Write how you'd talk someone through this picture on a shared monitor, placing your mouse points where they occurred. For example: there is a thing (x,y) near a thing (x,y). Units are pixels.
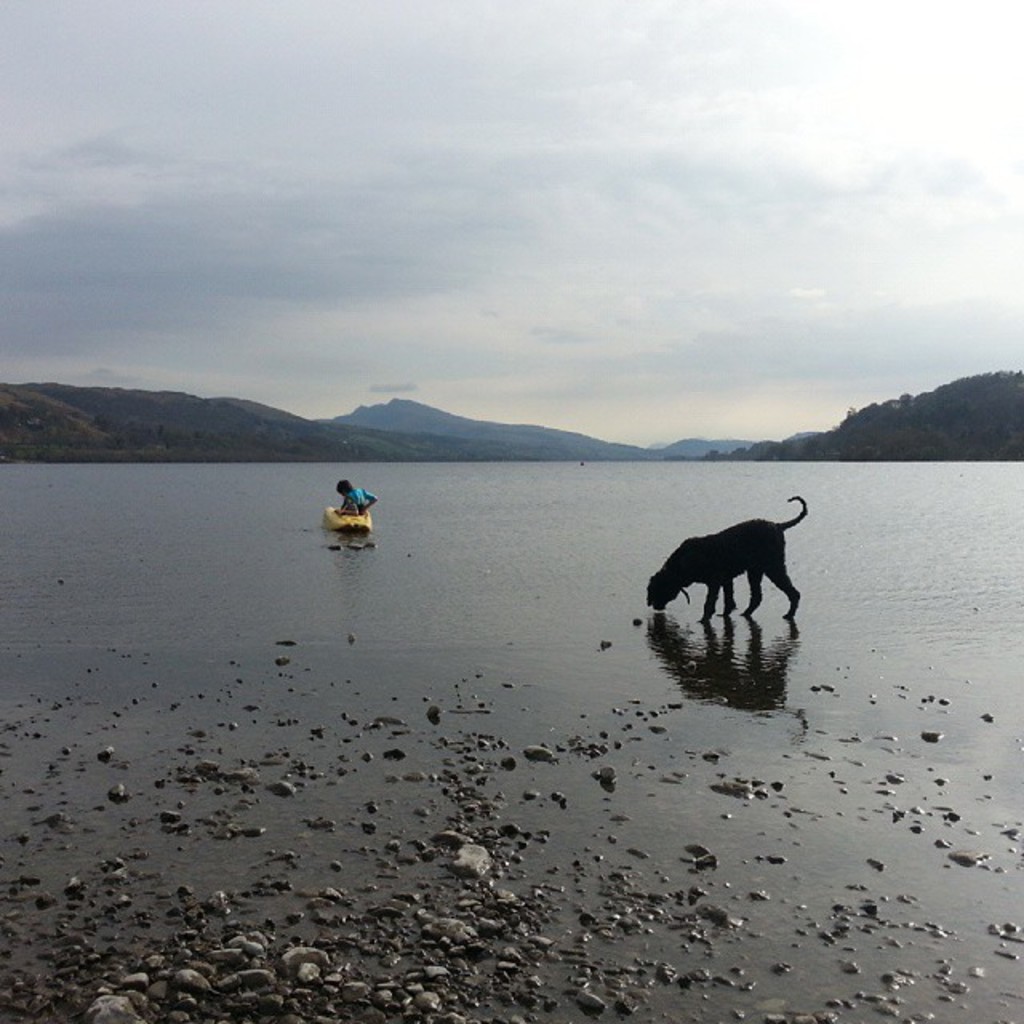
In this image, there is an outside view. There is a dog (710,564) beside the lake (494,483). There are mountains (296,422) in the middle of the image (672,450). In the background of the image (710,203), there is a sky (392,303).
